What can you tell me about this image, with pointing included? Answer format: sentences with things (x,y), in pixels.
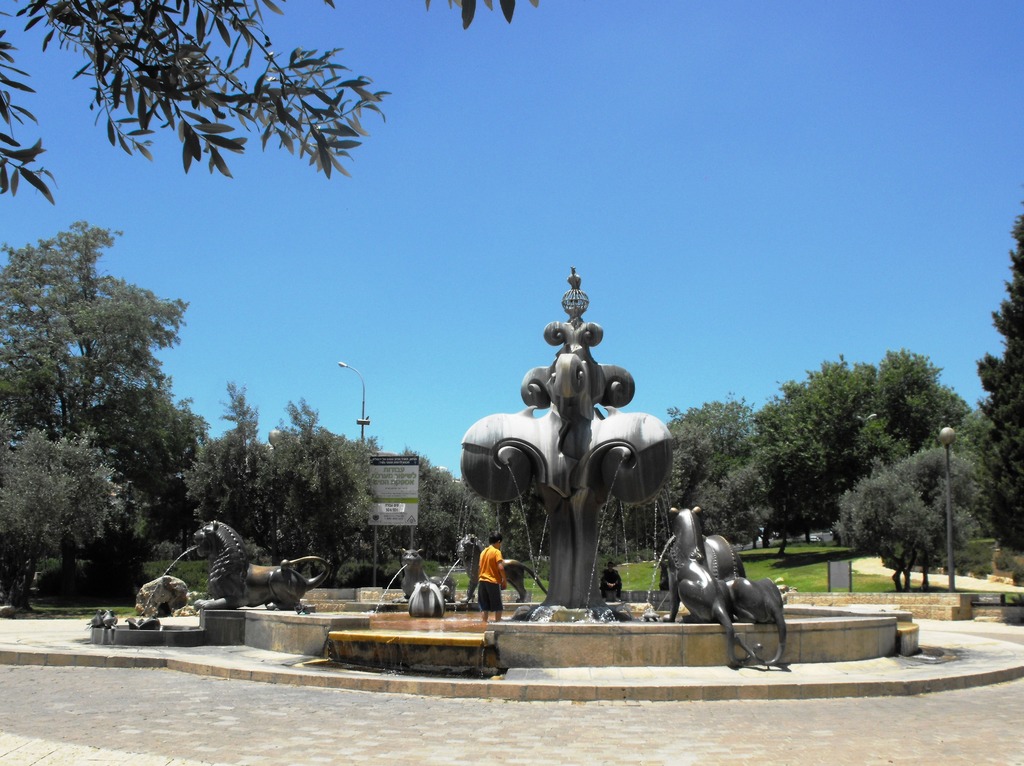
This image is taken outdoors. At the top of the image (411,180) there is the sky (908,217). At the bottom of the image (288,716) there is a floor (641,729). In the background (876,454) there are many trees (181,502) and plants (379,534) with leaves (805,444), stems (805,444) and branches (87,282). There is a board (390,485) with a text (379,477) on it. There is a pole (363,418) with a street light (363,403). In the middle of the image (473,463) there are many sculptures (671,582). There is a fountain (570,524). A person (493,553) is standing in the fountain (497,628) and there is an empty bench (398,633).
